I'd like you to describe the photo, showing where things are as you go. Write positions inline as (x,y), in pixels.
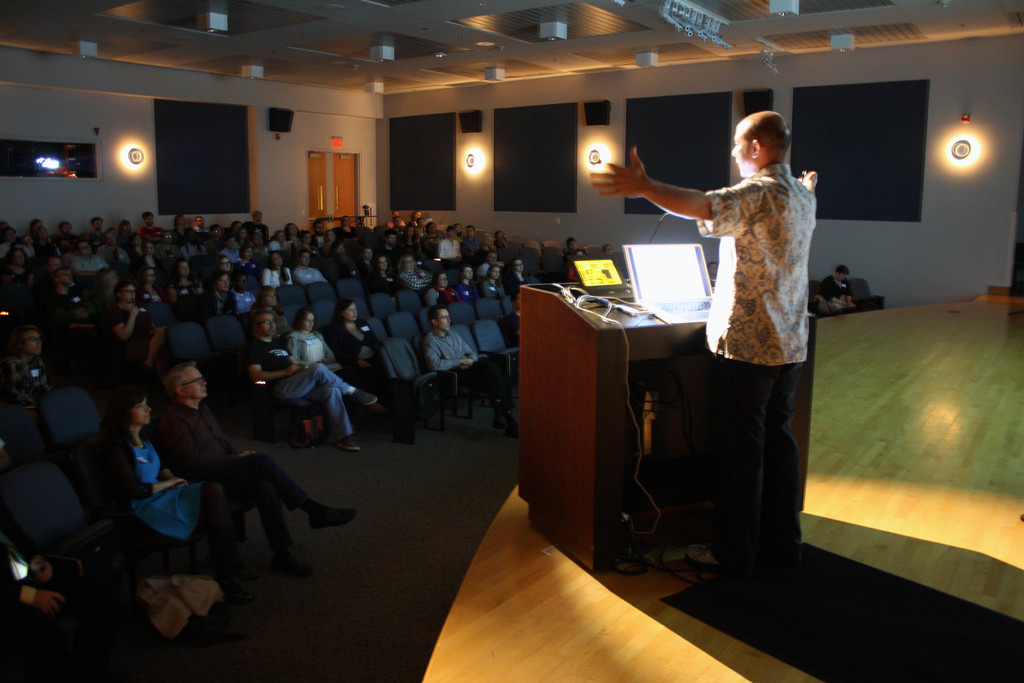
In this image we can see a person (753,406) standing on the stage (754,609) near the table (581,480) containing a laptop (641,300), wires (606,316) and a mike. On the left side (295,367) we can see some people (229,440) sitting on the chairs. We can also see some empty chairs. On the backside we can see some doors (325,203), roof (421,79) and a ceiling light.
